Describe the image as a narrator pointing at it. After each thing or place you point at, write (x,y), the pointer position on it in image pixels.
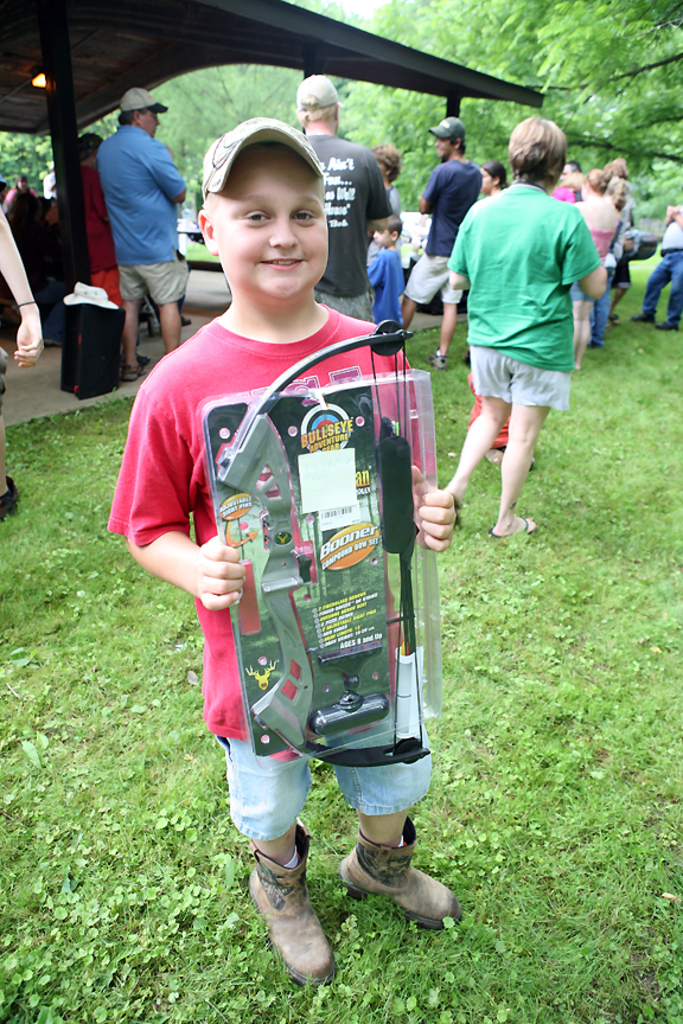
Land (649,910) is covered with grass (325,1006). Front this boy (134,456) is holding a toy (295,569). Background (422,132) we can see open-shed (238,15), pillars (65,167), people (155,102) and trees (231,91).
